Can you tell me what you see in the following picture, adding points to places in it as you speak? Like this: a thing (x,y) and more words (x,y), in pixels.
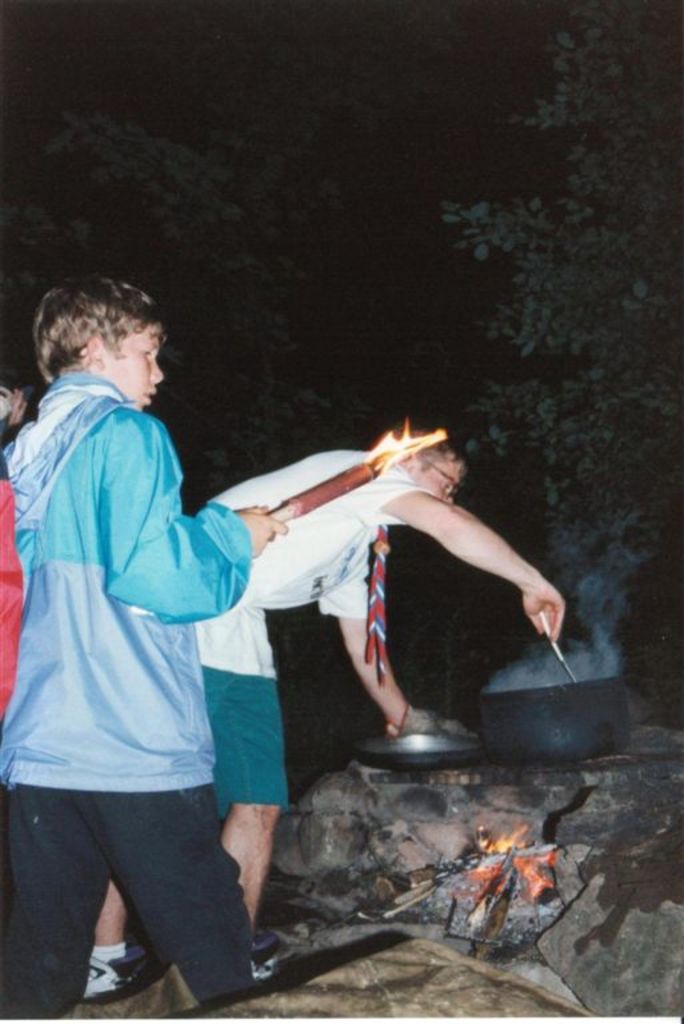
In this image there are people (474,535), stones (580,814), fire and vessel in the foreground (380,646). And there are trees (682,525) in the background (654,556). And the sky (270,122) is very dark at the top (122,46).
